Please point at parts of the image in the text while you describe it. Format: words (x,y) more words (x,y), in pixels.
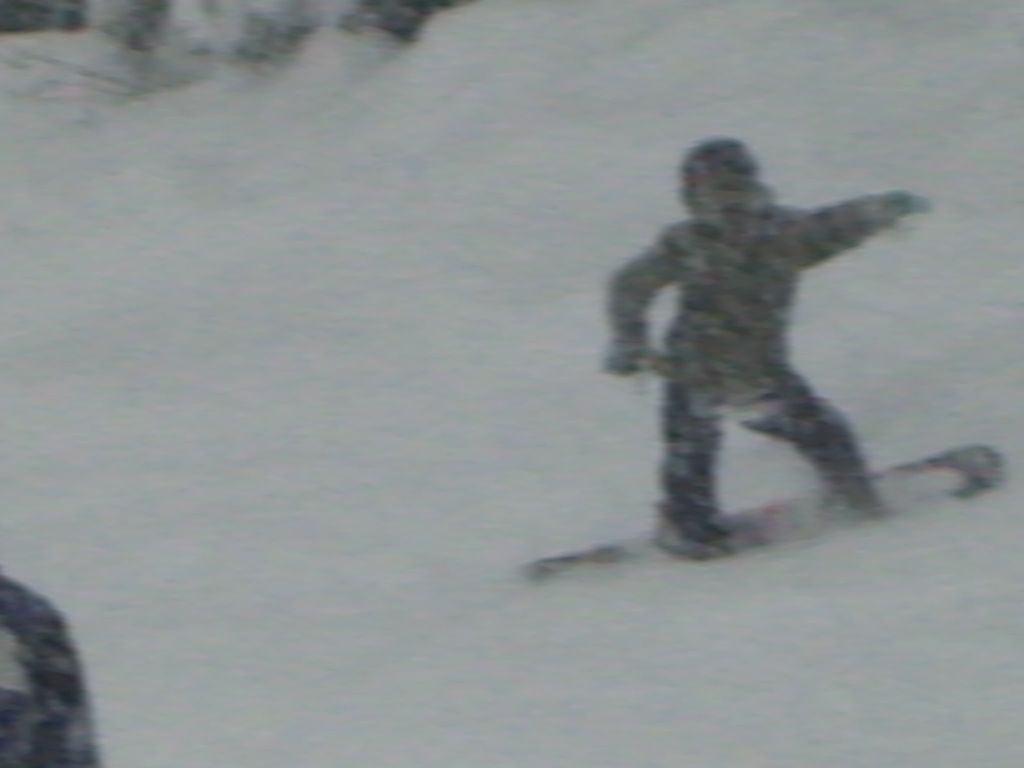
It is a blur image. Here we can see a person (733,361) is skating with a snowboard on the snow (544,666).
